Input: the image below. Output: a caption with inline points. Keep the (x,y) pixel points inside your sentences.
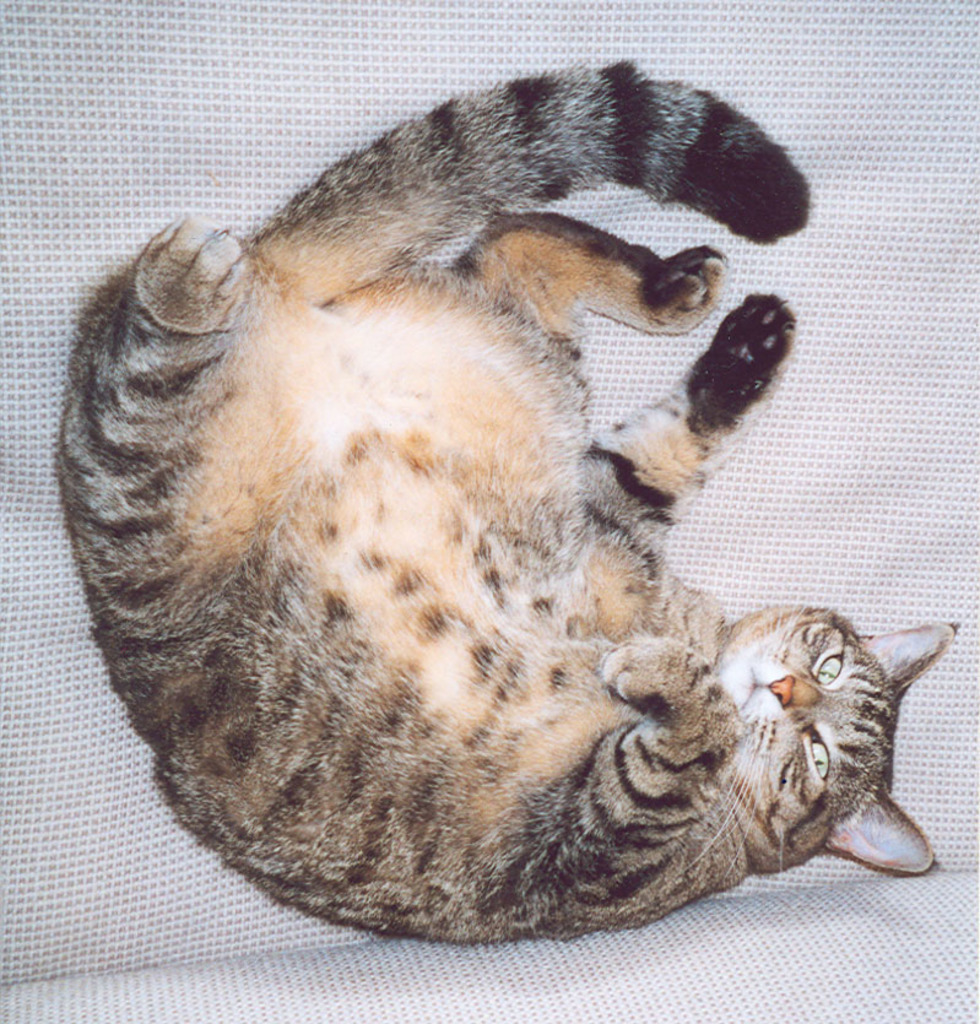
In this picture I can see there is a cat (717,419) lying on the white surface (41,98).
